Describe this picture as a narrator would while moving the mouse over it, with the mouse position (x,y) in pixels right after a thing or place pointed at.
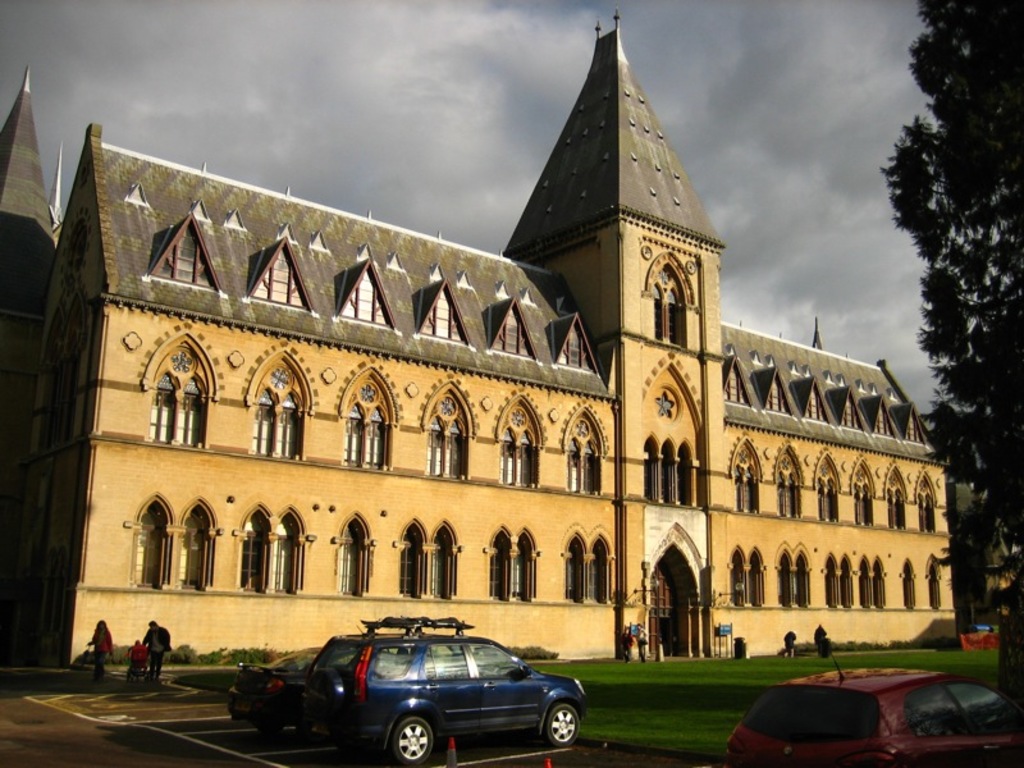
At the center of the image (534,419) there is a building (400,538), in front of the building (305,624) there are few people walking on the path (12,730) and there is a surface of the grass (714,680) and there is a tree (992,121), there are few vehicles (567,698) parked. In the background (789,160) there is the sky (305,137).
